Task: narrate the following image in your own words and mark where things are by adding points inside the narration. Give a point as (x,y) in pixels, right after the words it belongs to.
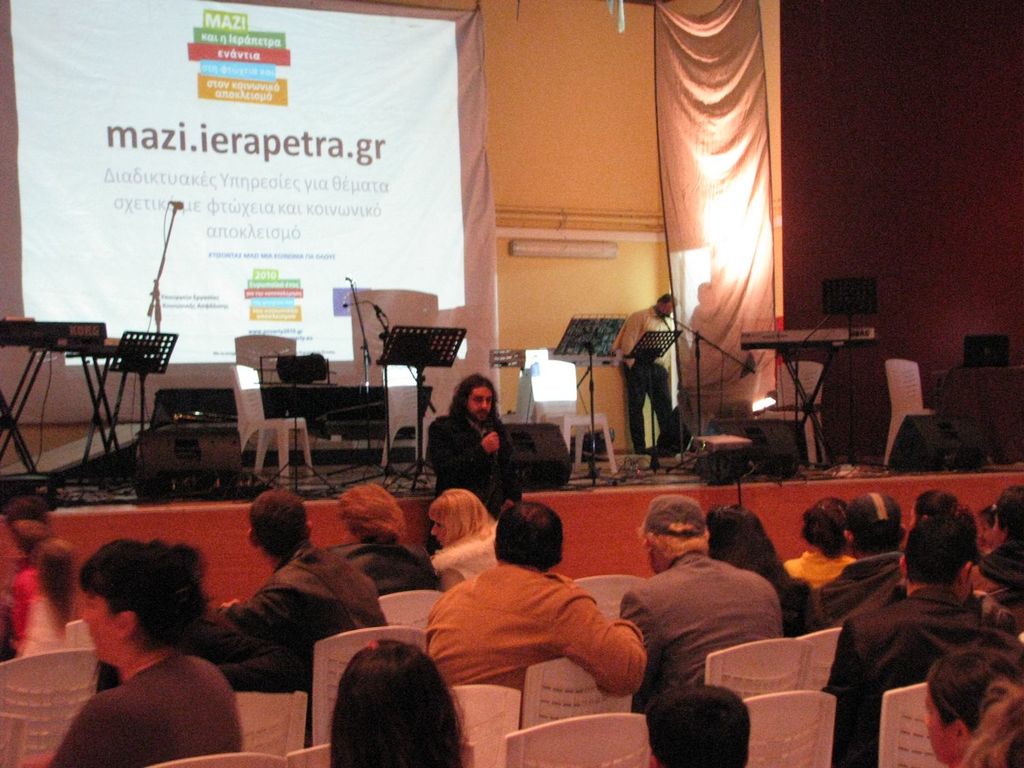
In the foreground of the picture (606,630) there are chairs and people (370,608). In the center of the picture (665,472) there is a stage (78,451), on the stage (62,456) there are stands (119,424), stools (549,361), people (659,365), mic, cables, speakers (908,448), chairs (260,431), banner (346,350), curtain (687,230), text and other objects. In the center of the picture (477,430) there is a person (477,416) holding mic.
